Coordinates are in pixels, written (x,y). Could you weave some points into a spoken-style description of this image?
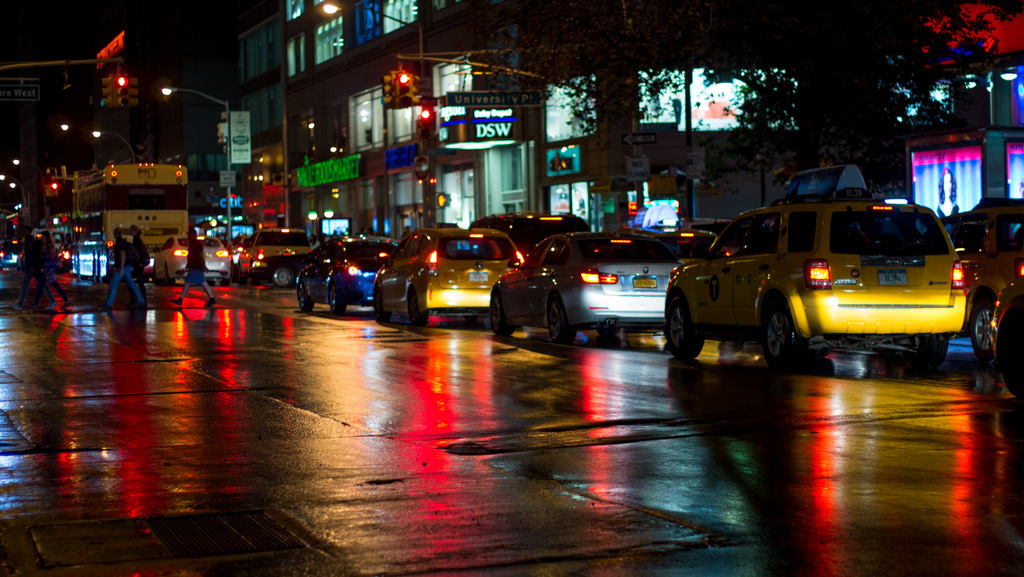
In this image we can see some buildings (343,204) which consist of some text (310,169) and screens (978,153) on it, in front of it there are vehicles (315,267), lights (260,263), poles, traffic lights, posters (919,156) and a group of people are walking.
